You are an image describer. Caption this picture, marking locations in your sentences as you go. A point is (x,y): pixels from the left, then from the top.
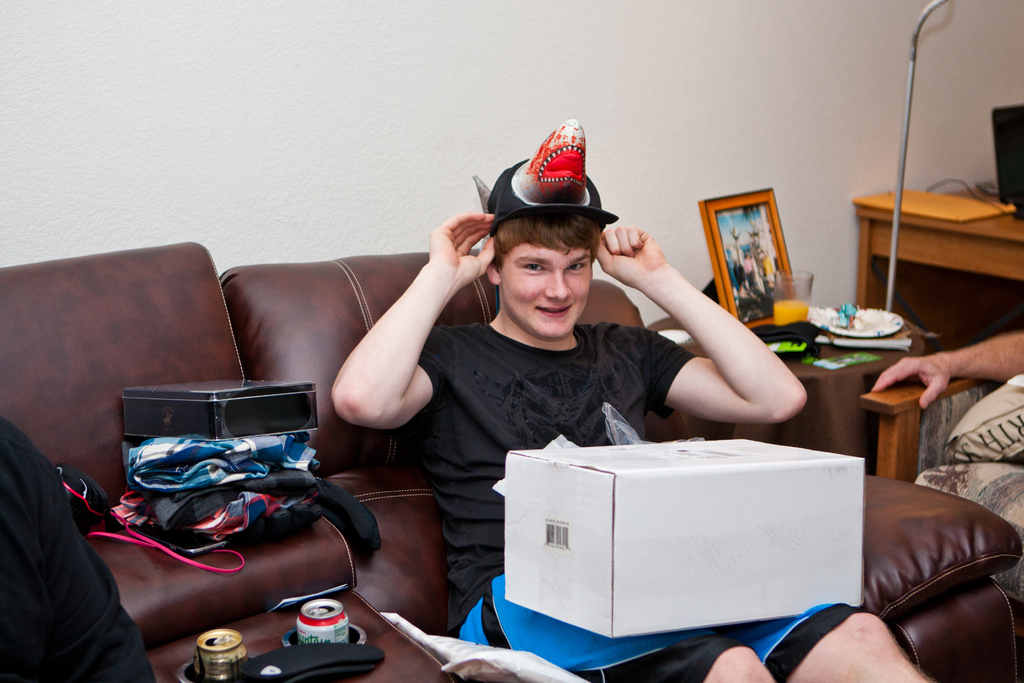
In this picture we can see three people (440,403) where a man (490,277) sitting on a sofa (406,495) with a box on him and smiling and beside him we can see tins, clothes (304,506), frame (750,212), glass plate (792,301), table (910,335) and some objects (833,369) and in the background (825,36) we can see the wall (707,102).
